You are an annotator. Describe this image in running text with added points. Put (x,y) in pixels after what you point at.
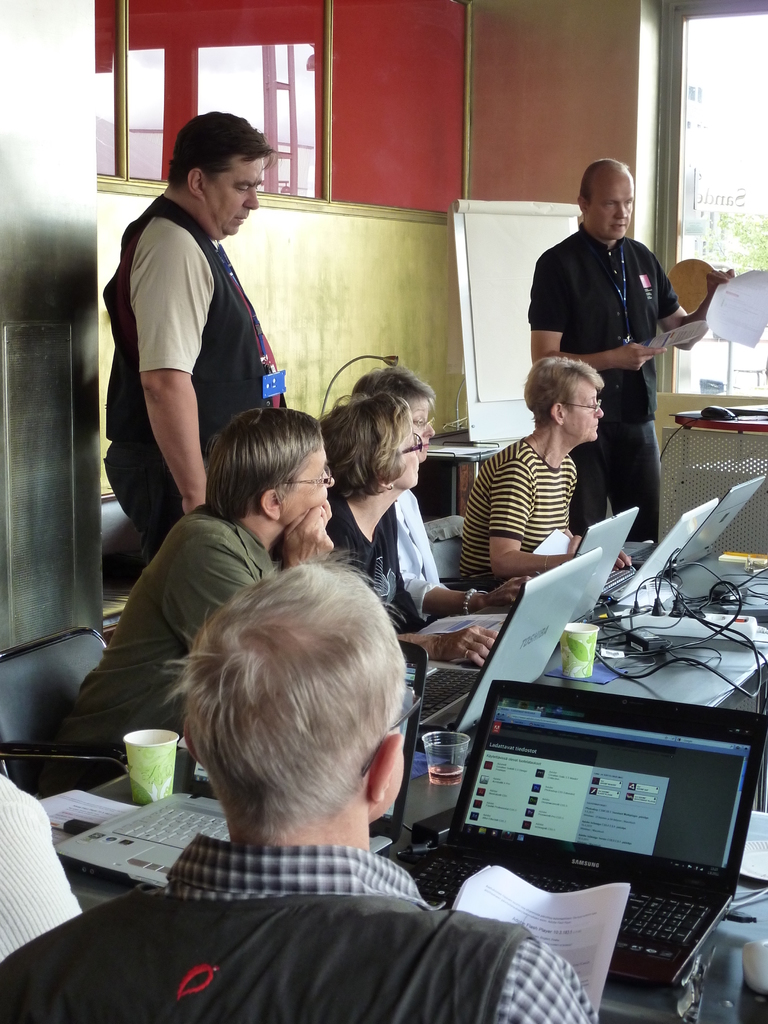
This is the picture where we have group of people (371,581) sitting on the chairs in front of the table (724,568) on which there are some systems (506,749) and glasses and two people (176,384) standing behind them.
